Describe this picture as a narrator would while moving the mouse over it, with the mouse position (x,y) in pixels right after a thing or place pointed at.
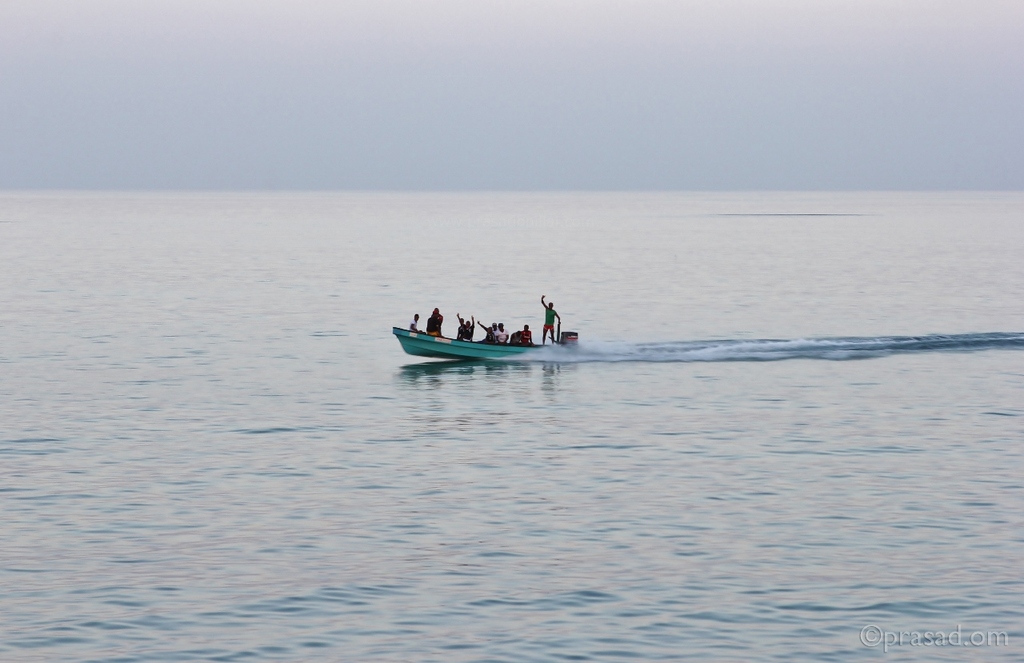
As we can see in the image there are few people (545,330) on boat (462,341), water (227,330) and sky (325,116).
